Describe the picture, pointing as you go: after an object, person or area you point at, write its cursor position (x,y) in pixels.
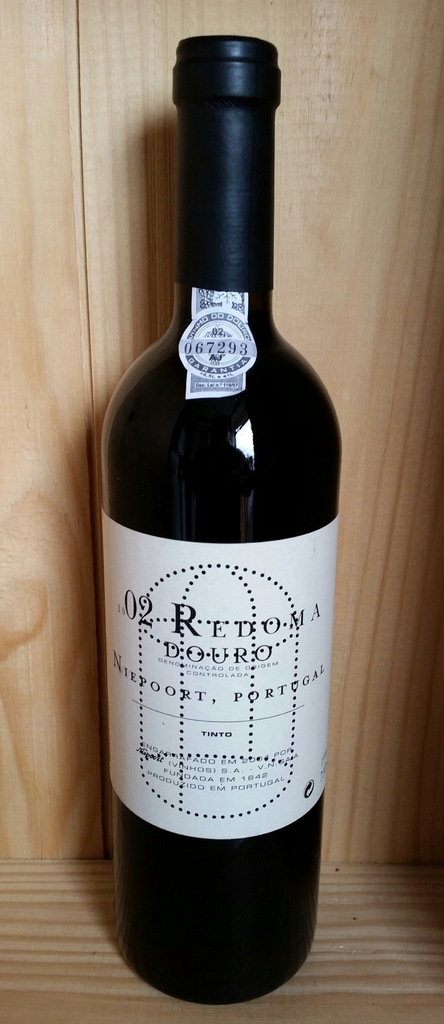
In this image I can see a bottle (277,705) which is black in color and a white colored sticker (321,740) attached to it. I can see the bottle (187,660) is on the cream colored surface (94,924) and in the background (384,340) I can see the cream colored wooden surface (309,258).
